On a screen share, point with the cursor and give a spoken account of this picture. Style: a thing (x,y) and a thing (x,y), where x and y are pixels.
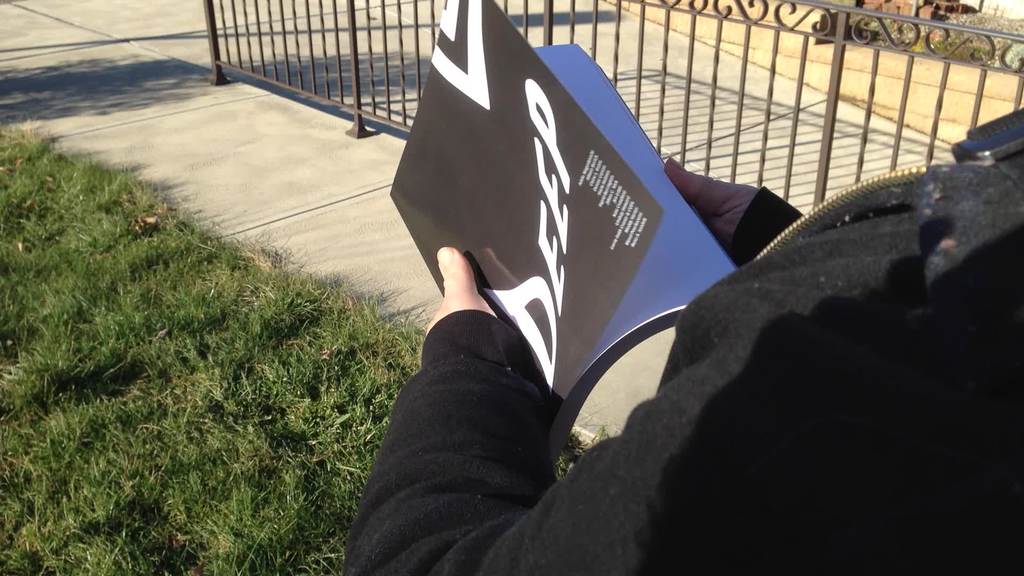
In this picture we can see a person (761,236) holding a book (494,290) in his hand (447,257). Some grass (33,497) is visible on the ground (358,421) on the left side (58,274). There is some fencing (939,24) on the right side (939,24).
